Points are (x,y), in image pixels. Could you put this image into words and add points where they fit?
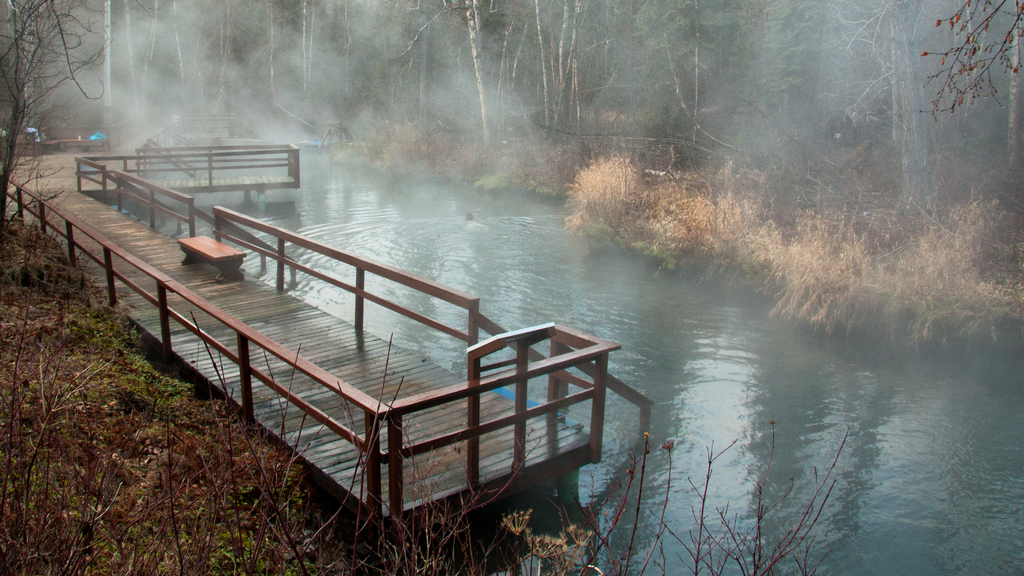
In this image I can see the bridge (292,414). In the background (478,295) I can see the water (604,294) and few trees (771,119) in green color.
